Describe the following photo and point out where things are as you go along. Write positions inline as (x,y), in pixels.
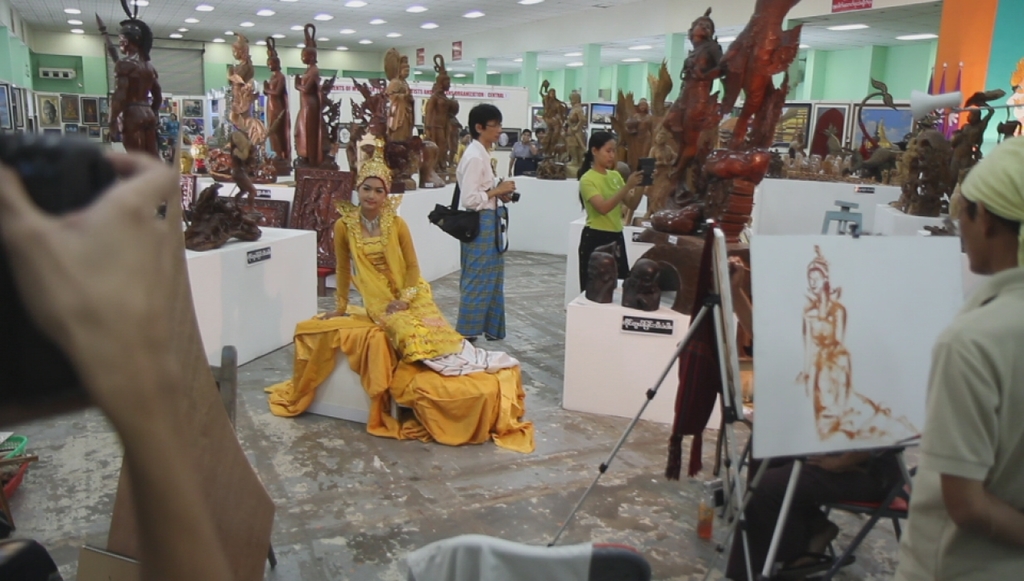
In this image we can see statues (646,138) placed on the surface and group of photo frames (884,126) on the wall (380,70). On the right side of the image (800,249) we can see paintings (901,284) placed on stands (776,530). One person (933,490) is standing. In the center of the image (611,214) we can see a woman (595,211) holding a device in her hand (630,187) and a person (488,187) is holding a camera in his hand (510,195). At the bottom of the image (204,420) we can see some objects (209,402) placed on the ground (458,448). At the top of the image (811,66) we can see some lights (468,17), pillars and a board (847,8) with some text (859,5).
